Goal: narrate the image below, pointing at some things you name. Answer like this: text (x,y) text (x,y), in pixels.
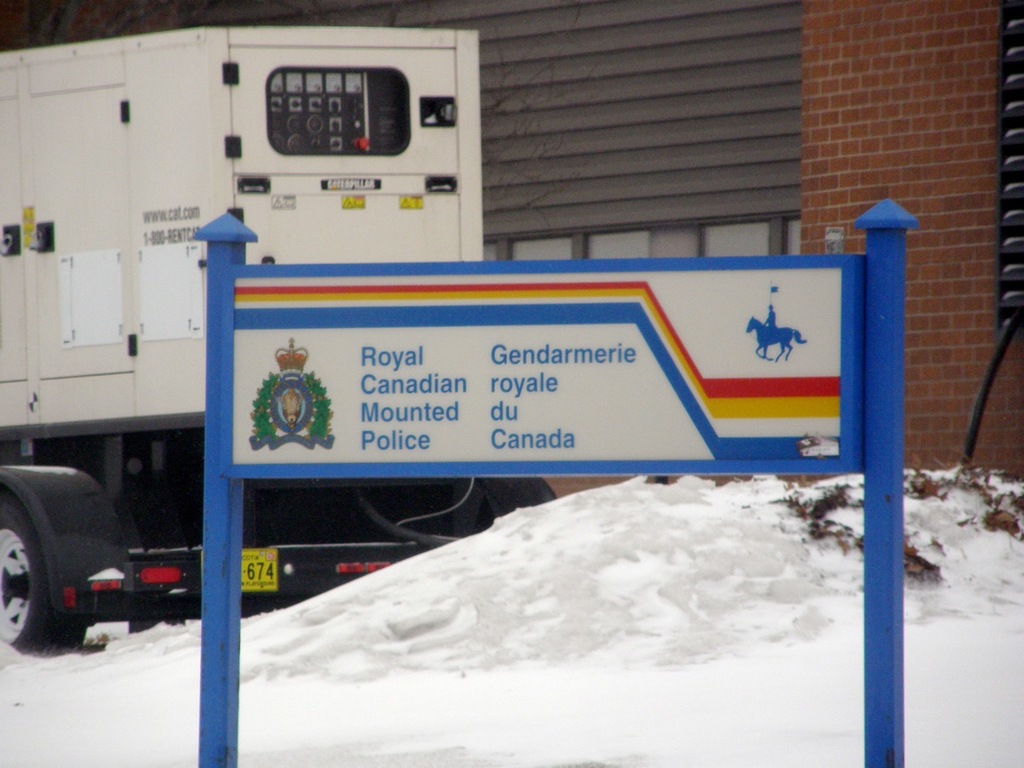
There is a board (366,342) with poles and something written on that. In the back (563,625) there is snow (532,623). Also there is a vehicle (275,133) and a building (745,113) with brick wall (840,133).
